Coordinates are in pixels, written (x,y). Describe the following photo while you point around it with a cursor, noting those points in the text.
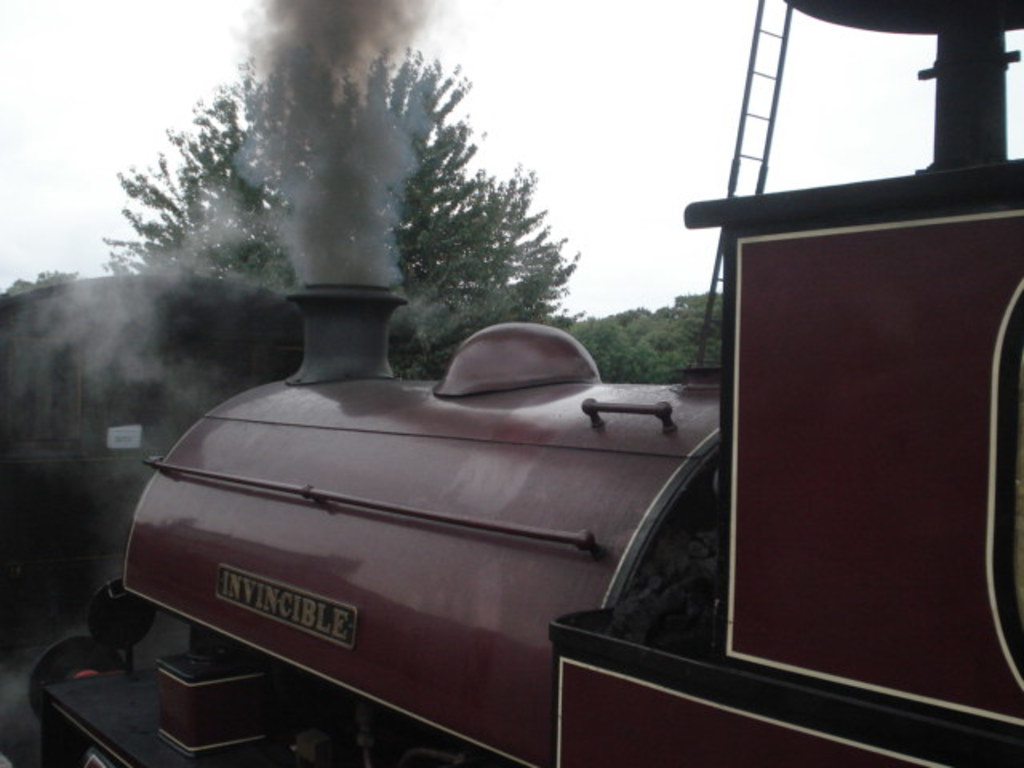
In the image we can see steam engine (495,586), ladder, trees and the sky (647,112).
